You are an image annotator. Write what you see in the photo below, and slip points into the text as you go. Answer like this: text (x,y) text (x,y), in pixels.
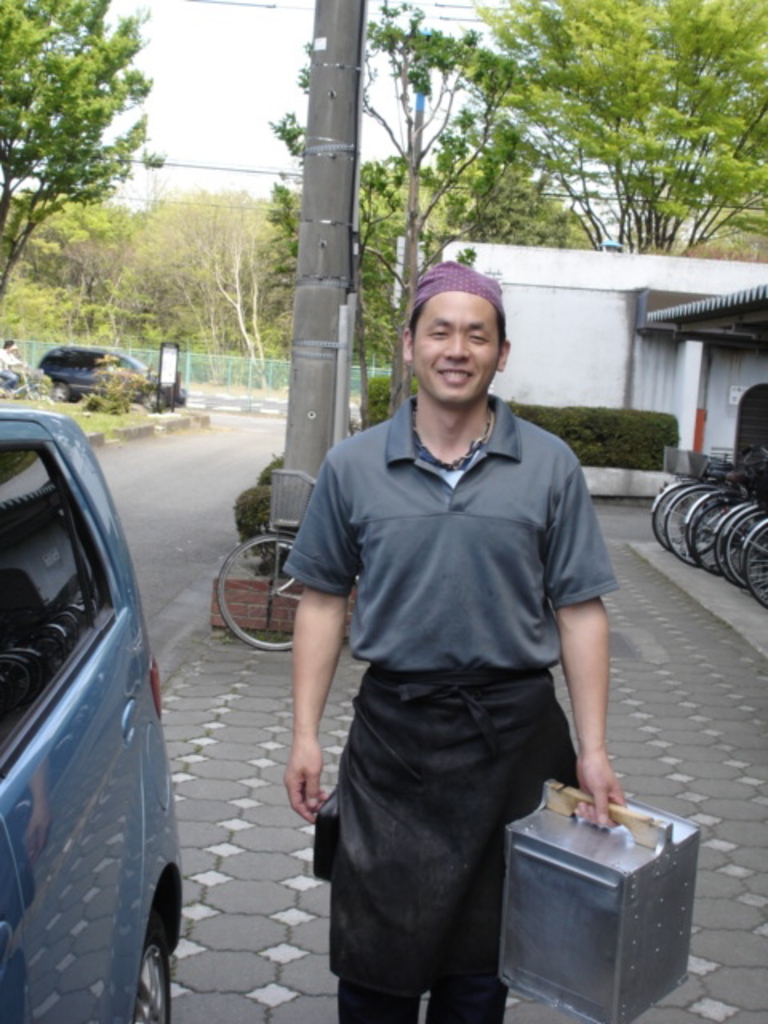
In this image there is a person (499,768) holding an object (509,848), on the left side (68,626) there are vehicles (111,353), persons (4,354), fence (21,347), tree (1,301), at the top (174,113) there is the sky (164,113), on the right side (759,524) there are bicycles (734,555) kept under the shed (739,323), there is the wall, bushes (242,500). Pole (290,430), bicycle (222,571) visible in the middle (294,419).
